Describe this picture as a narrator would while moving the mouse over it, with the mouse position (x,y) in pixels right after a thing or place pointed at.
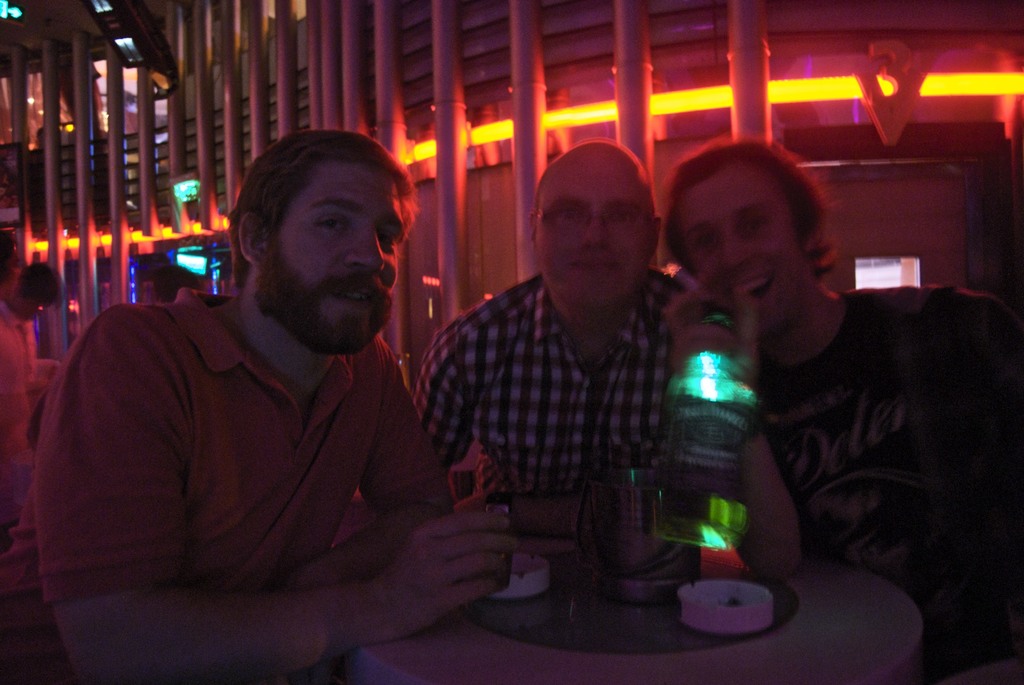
At the bottom of the image (580,605) there is a table (548,594) with few things (679,600) on it. Behind the table (580,623) there are three men (940,341). And there is a man (784,414) holding a bottle (699,442) in his hand (699,338). Behind them there are poles (48,332) with lights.
